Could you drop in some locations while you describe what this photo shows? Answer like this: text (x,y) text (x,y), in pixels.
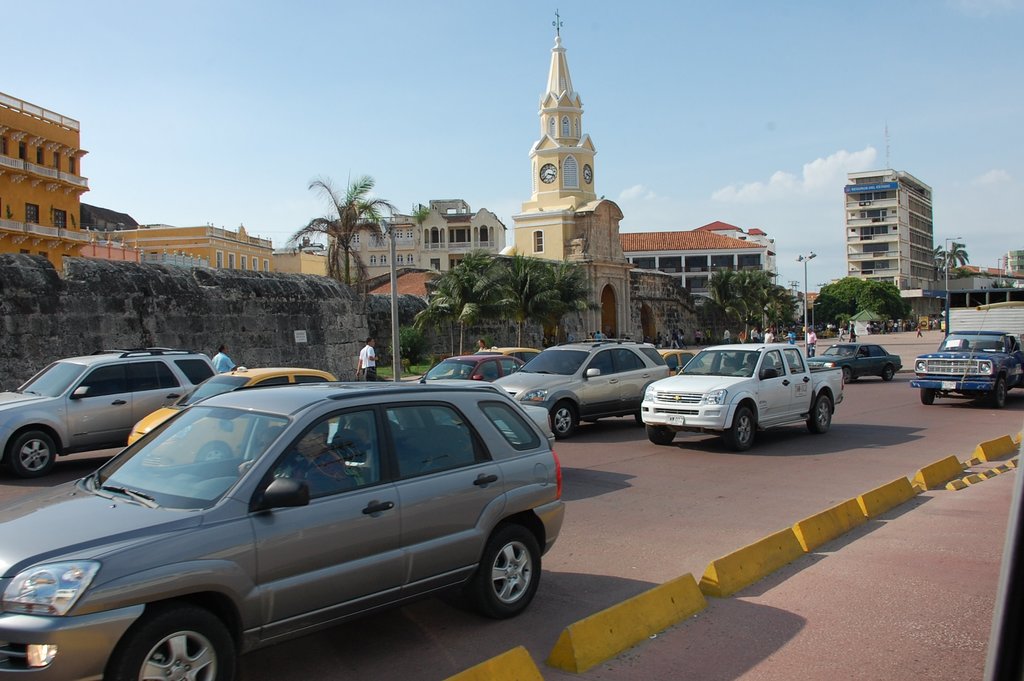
In this image we can see many cars (409,525) on the road (898,387). At the bottom of the image (517,676) there is a road divider (868,507). In the background (284,331) there is a wall (217,333), buildings (377,237), trees (551,268), poles (793,282), sky (779,151) and clouds (817,170).
